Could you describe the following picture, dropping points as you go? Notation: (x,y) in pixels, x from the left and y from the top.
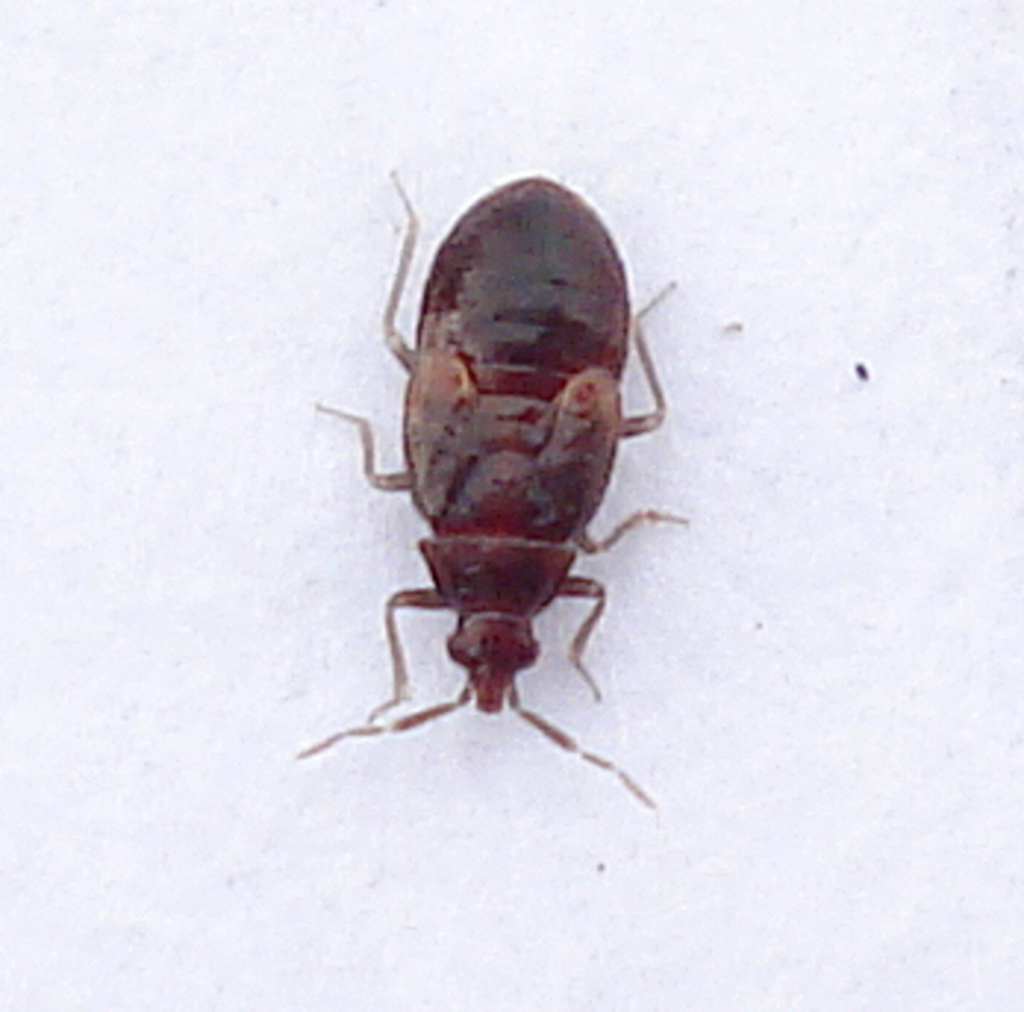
In this image I can see white color thing (413,671) and on it I can see a brown color insect (374,454).
